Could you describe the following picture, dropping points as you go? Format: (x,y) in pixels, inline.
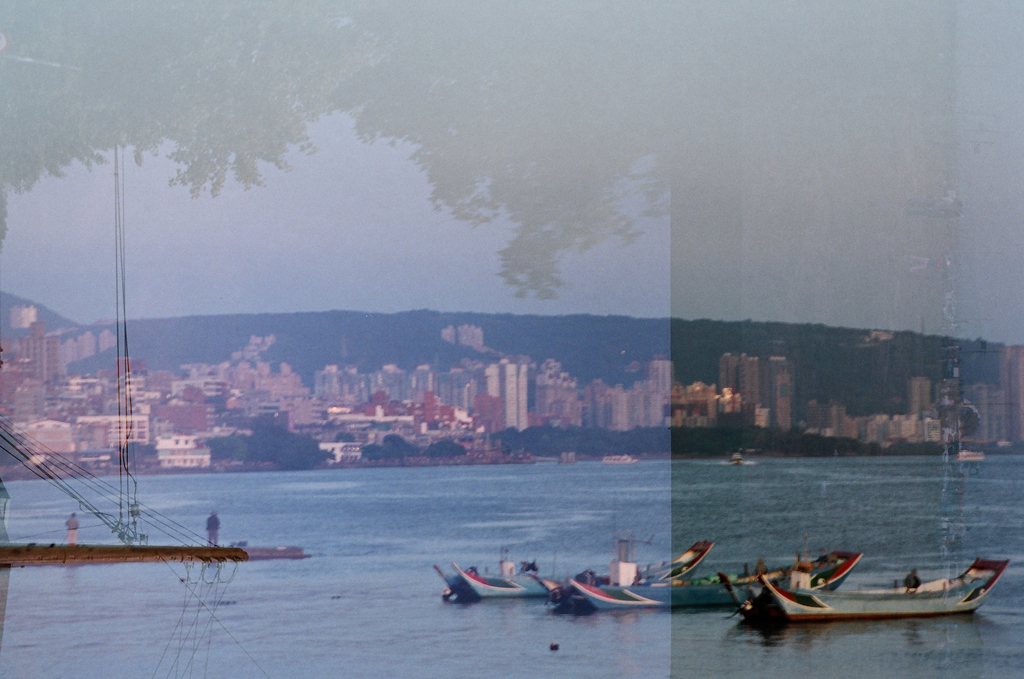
In this picture I can see some boats (663,588) on the lake (732,643). On the left (65,554) there are two persons (69,536) who are standing on the bridge (210,553). In the background (268,348) I can see many buildings (385,377), trees (516,436) and mountain (588,370). At the top (428,170) I can see the sky (348,187).
